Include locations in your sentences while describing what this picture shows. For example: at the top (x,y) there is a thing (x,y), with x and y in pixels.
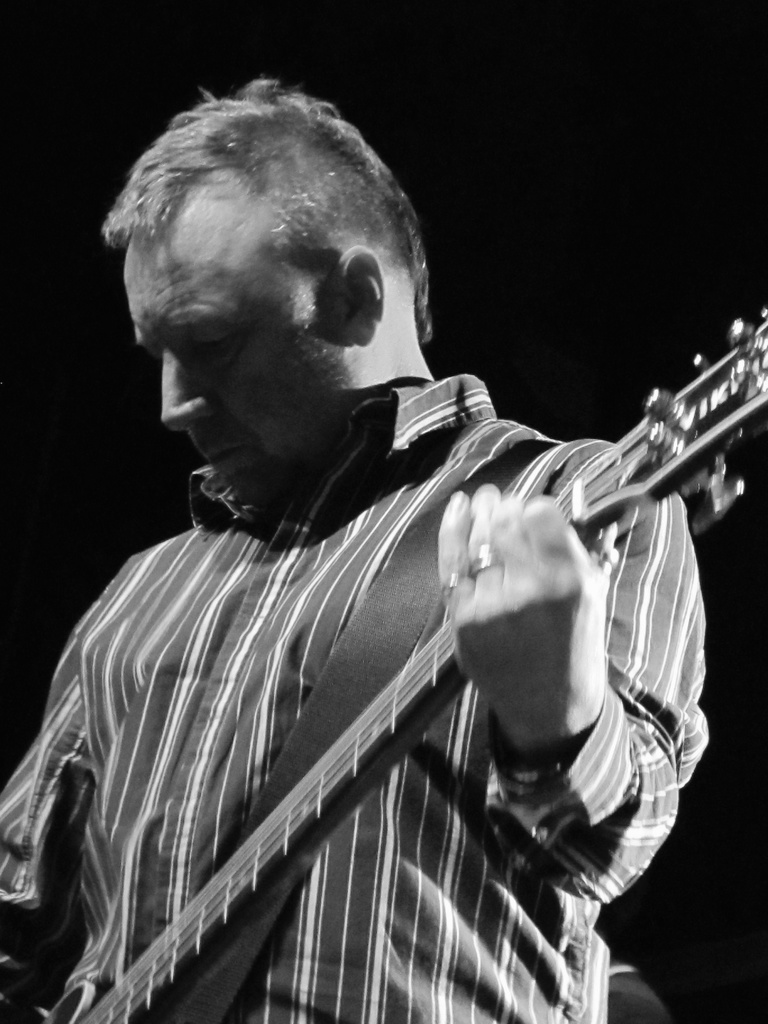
He is standing. He is holding a guitar (319,771). He is playing a guitar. He's wearing a dark striped shirt (477,846).
